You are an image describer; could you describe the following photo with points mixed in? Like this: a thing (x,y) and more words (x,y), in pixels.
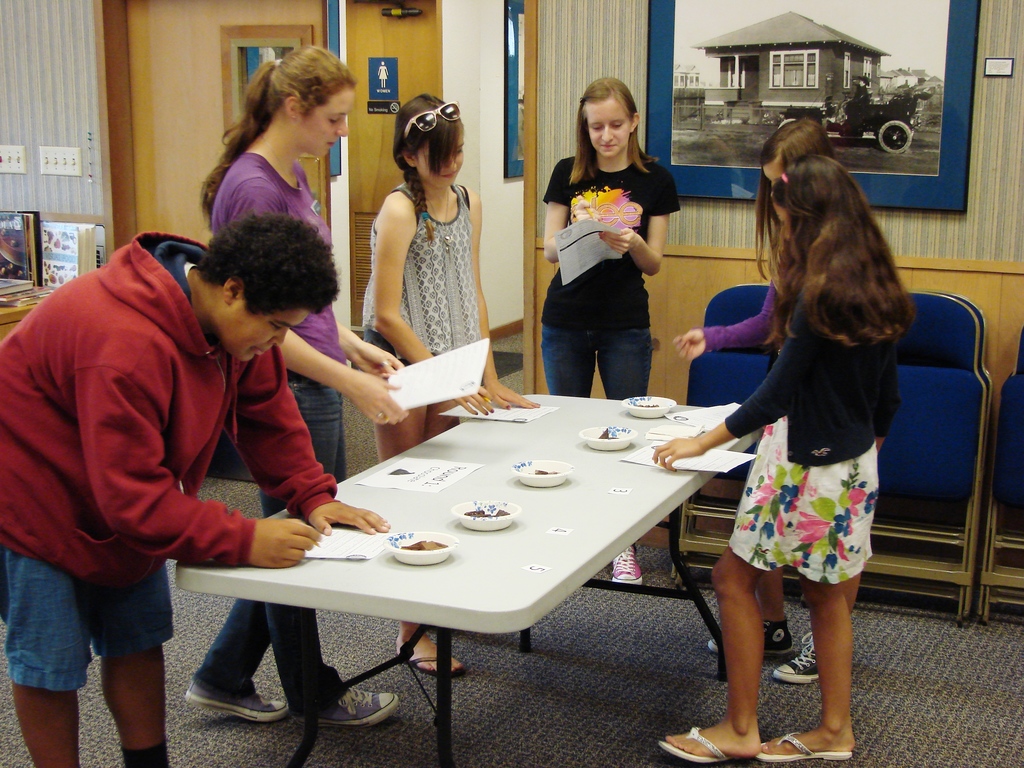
This picture shows a group of people (279,229) standing holding papers (596,254) in their hands (395,372) and we see a man (21,588) writing on the paper (346,542) on the table (214,578) and we see few cups (627,440) and we see a photo frame (841,154) on the wall (644,49).
